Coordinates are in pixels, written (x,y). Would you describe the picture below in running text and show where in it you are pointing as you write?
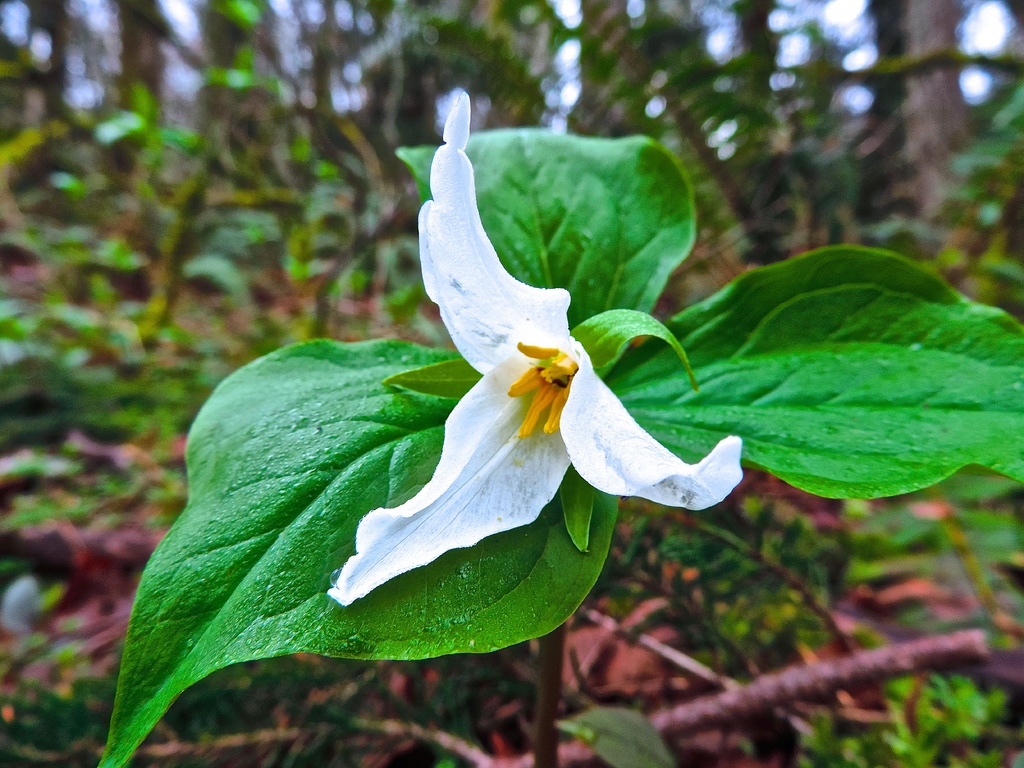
In this picture we can see a white color flower (513,339) and leaves (770,435) in the front (525,329), in the background (532,98) there are some plants (532,98).
